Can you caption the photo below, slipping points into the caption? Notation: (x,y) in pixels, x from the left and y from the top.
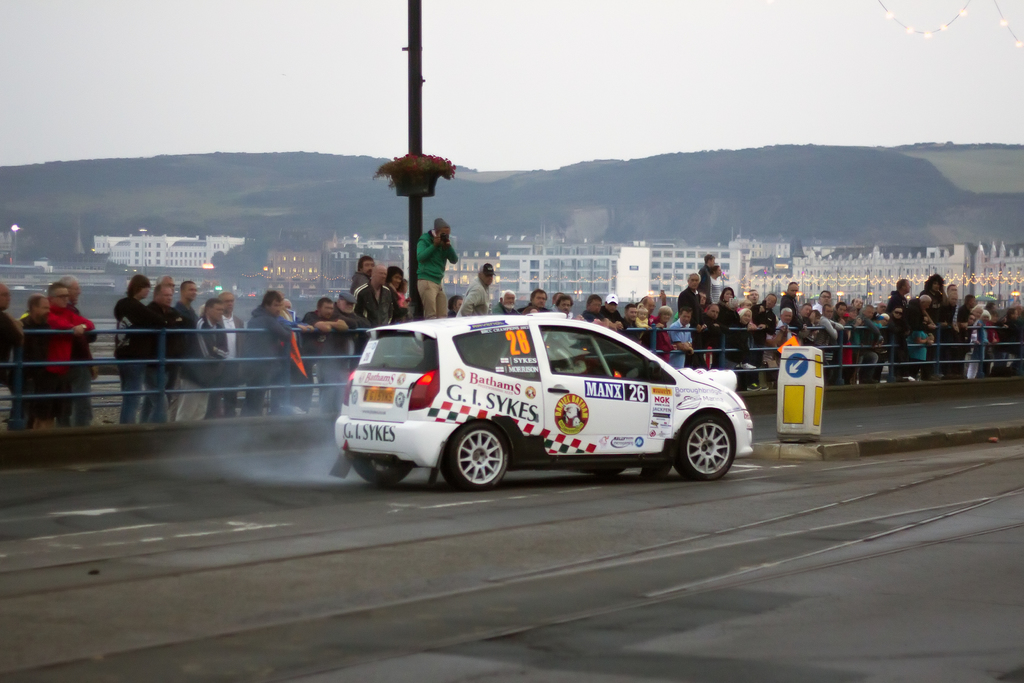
In the center of the image (480,367), we can see a car (489,456) on the road (435,552) and there is a board (792,376). In the background (242,321), we can see people (284,299) and some are wearing caps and holding objects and we can see buildings (739,242), trees (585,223), hills (652,221), lights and railings (215,360). At the top (640,66), there is sky (661,60).
